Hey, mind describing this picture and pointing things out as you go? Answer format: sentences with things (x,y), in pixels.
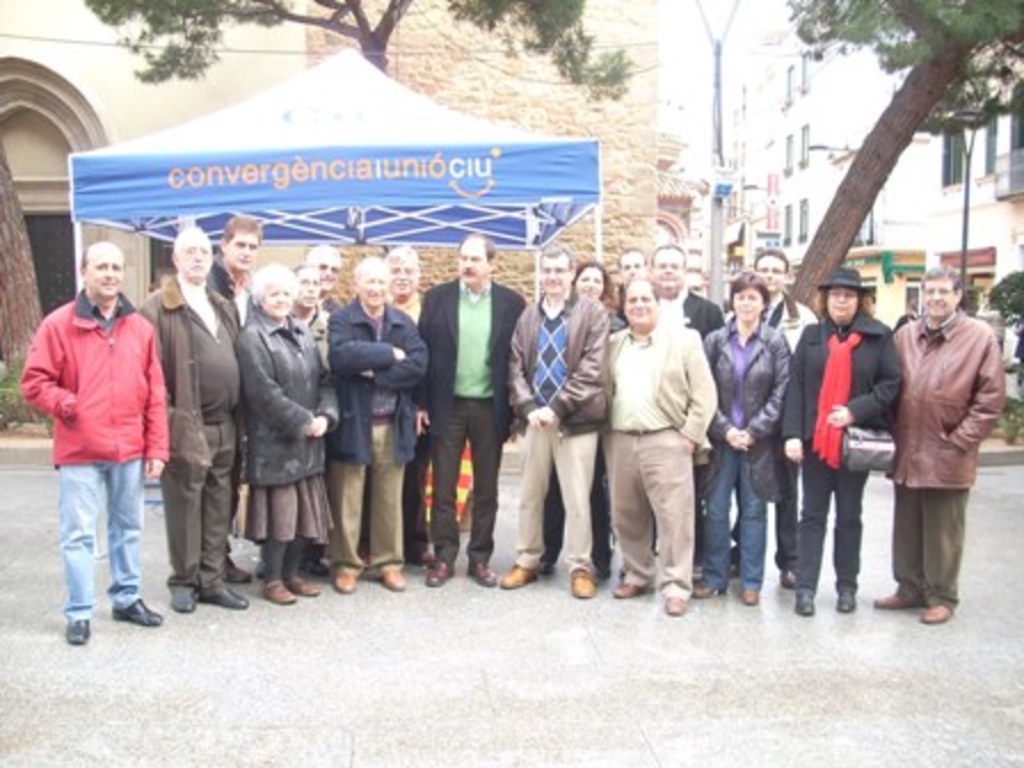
In this image there are group of people (468,363) standing on the floor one beside the other. In the background (399,214) there is a tent (336,184). On the right side (847,178) there is a tree (870,176). At the back side (825,207) there are so many buildings (786,85).
